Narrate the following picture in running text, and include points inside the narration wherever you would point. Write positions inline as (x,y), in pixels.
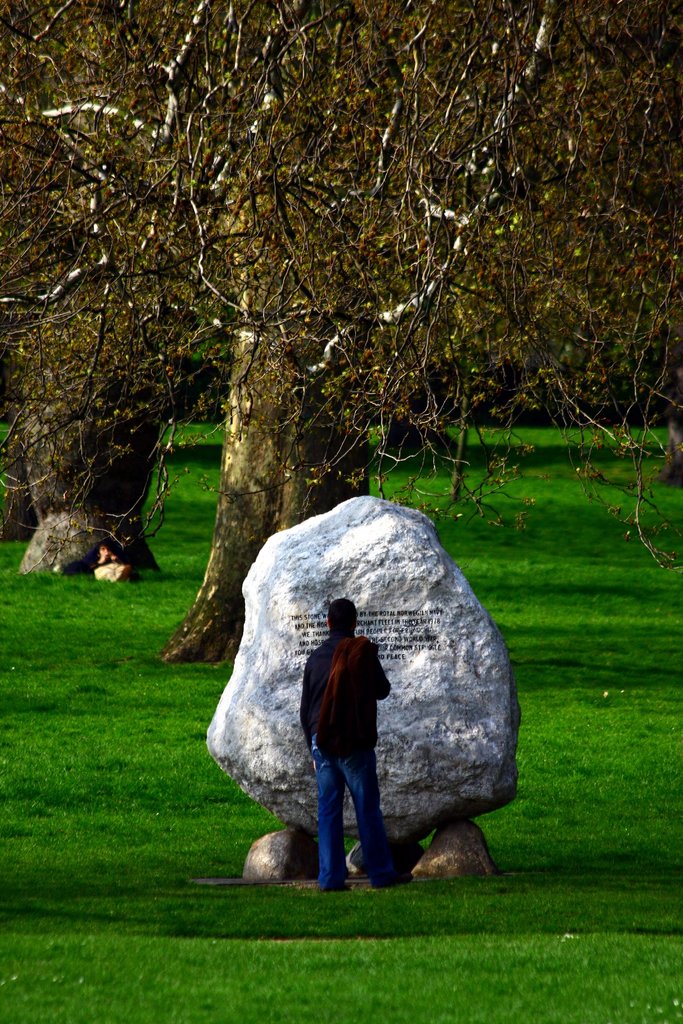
In this image there is a person (340,886) standing, grass (186,605), rocks (391,618) and in the background (271,510) there are trees (233,444).
